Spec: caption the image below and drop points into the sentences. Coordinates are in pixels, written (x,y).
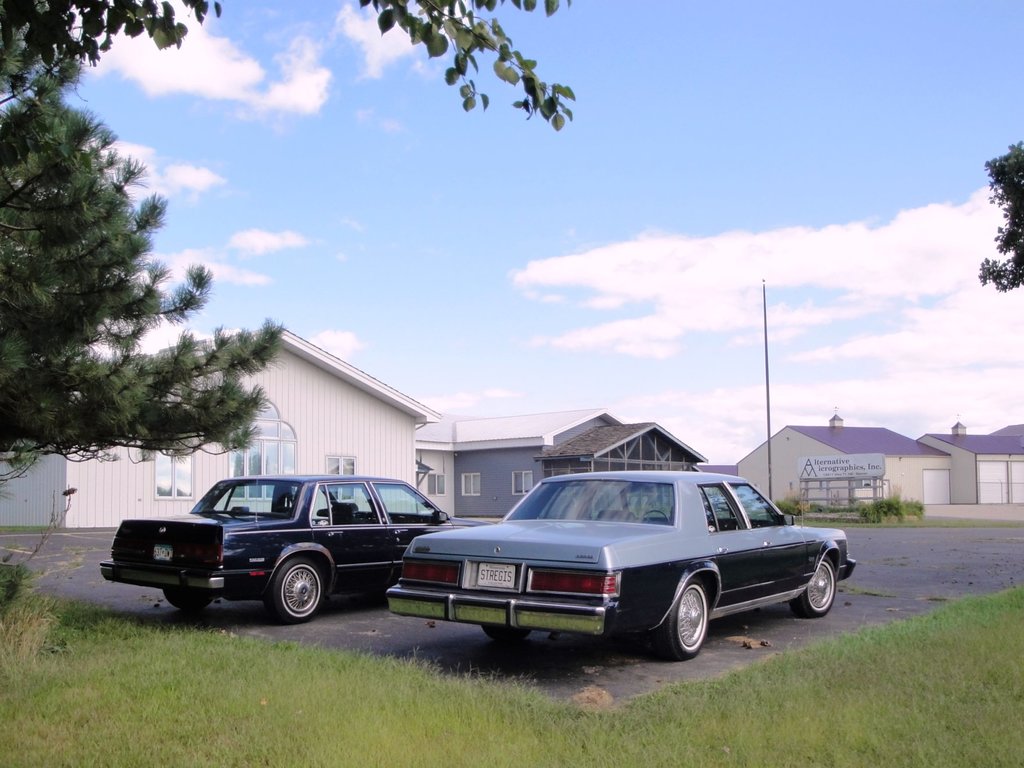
In this image I can see two cars (459,591) on the ground (356,608). In the background (548,464) I can see houses (599,455), a pole (770,474), grass (789,658), a board (862,474) on which something written on it and the sky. On the left side (65,387) I can see a tree (152,300).
